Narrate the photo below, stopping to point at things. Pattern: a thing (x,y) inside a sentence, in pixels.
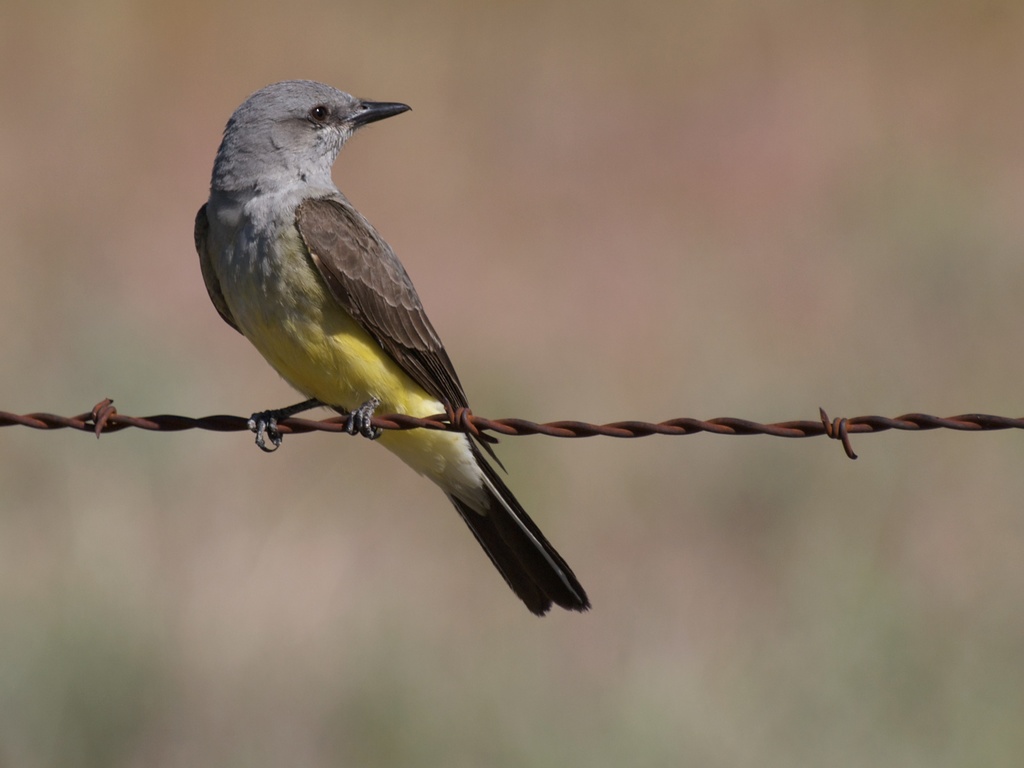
In this picture we can observe a bird (351,291) which is in grey, brown and yellow color, on the iron wire (64,418). The background (33,403) is completely blurred.
